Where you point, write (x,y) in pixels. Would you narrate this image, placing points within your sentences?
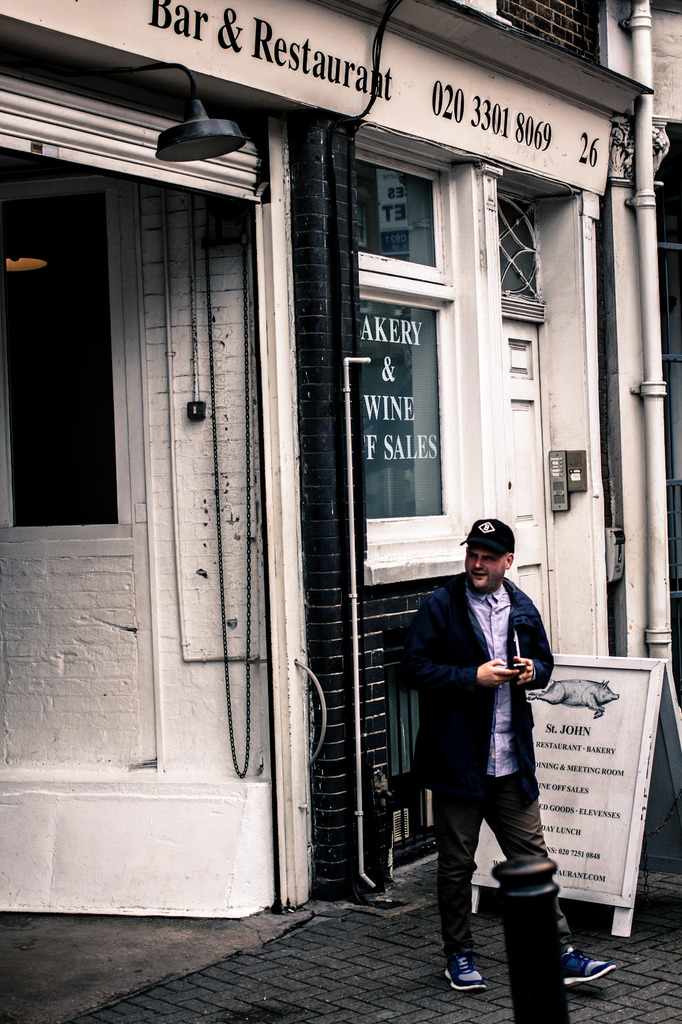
We can see a person (480,658) in-front of this store (408,571). Beside this person (529,783) there is a board (626,729).
